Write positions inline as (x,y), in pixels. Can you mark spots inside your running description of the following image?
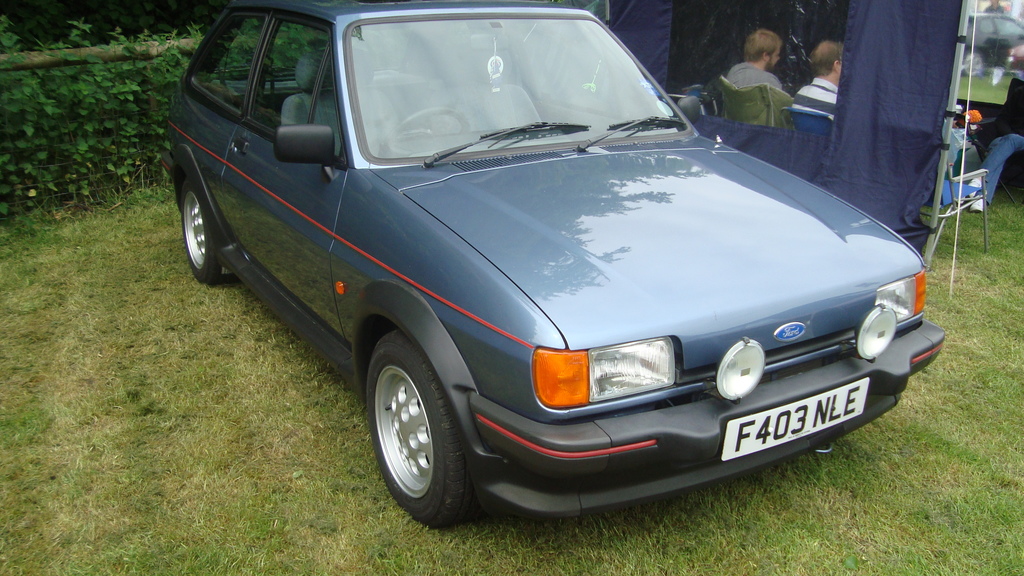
In this image there is a car (426,231) parked on the ground (237,306). Beside the car (626,47) there is a tent (876,82), under the tent (936,112) there are few people (1004,158) sitting on the chairs (971,178). In the background (104,100) there are plants (81,98). At the bottom (121,522) there is grass (109,476). On the right side (993,67) top corner there is a car (984,39).
